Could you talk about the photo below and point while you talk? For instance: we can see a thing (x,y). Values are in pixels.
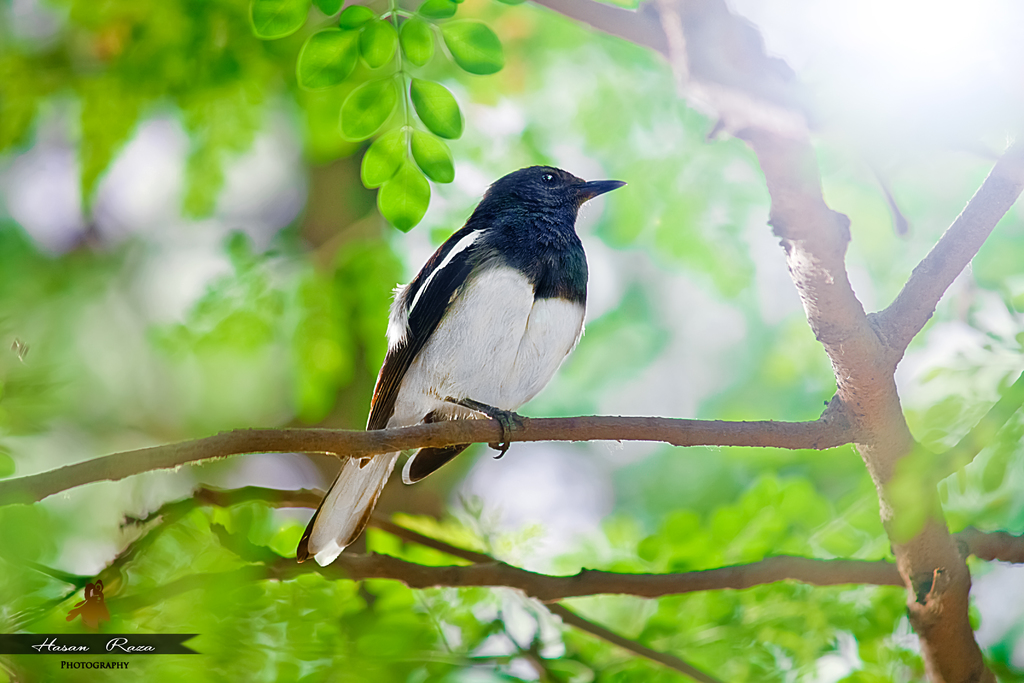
In this picture we can see a bird (417,479) on the tree (454,621).
